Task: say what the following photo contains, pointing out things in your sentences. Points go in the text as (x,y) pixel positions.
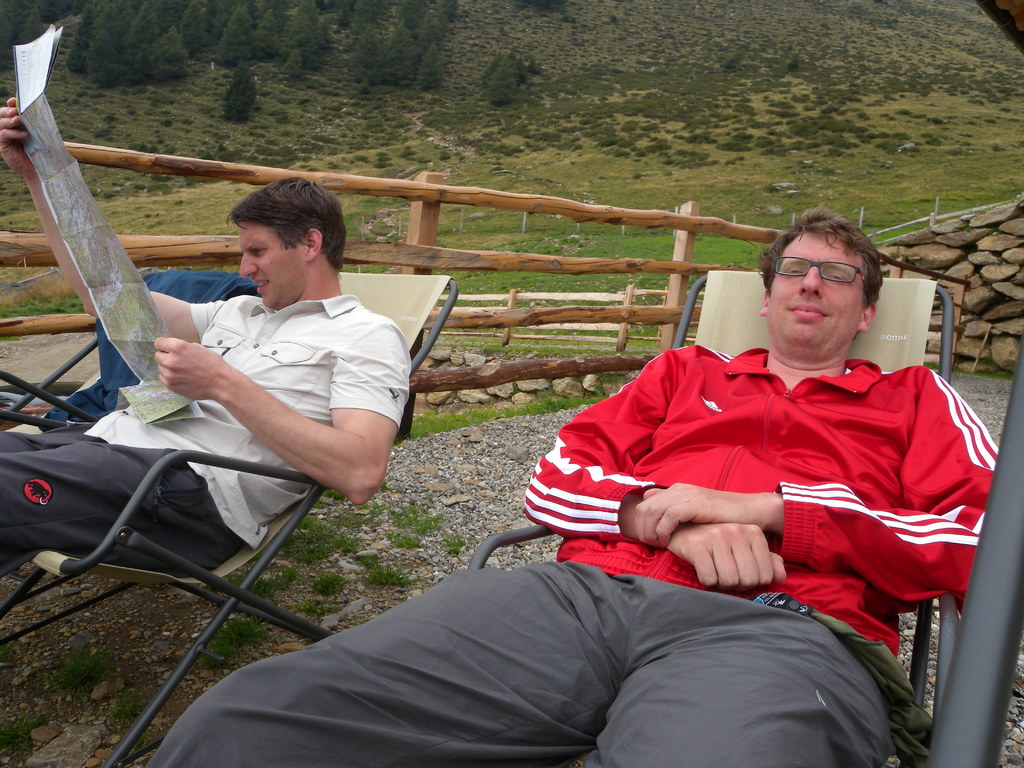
In this image i can see two men (388,420) who are lying on a chair (47,420), the person (254,376) left side (180,368) is holding a paper (79,260), behind him we have a wooden fence (213,253).
